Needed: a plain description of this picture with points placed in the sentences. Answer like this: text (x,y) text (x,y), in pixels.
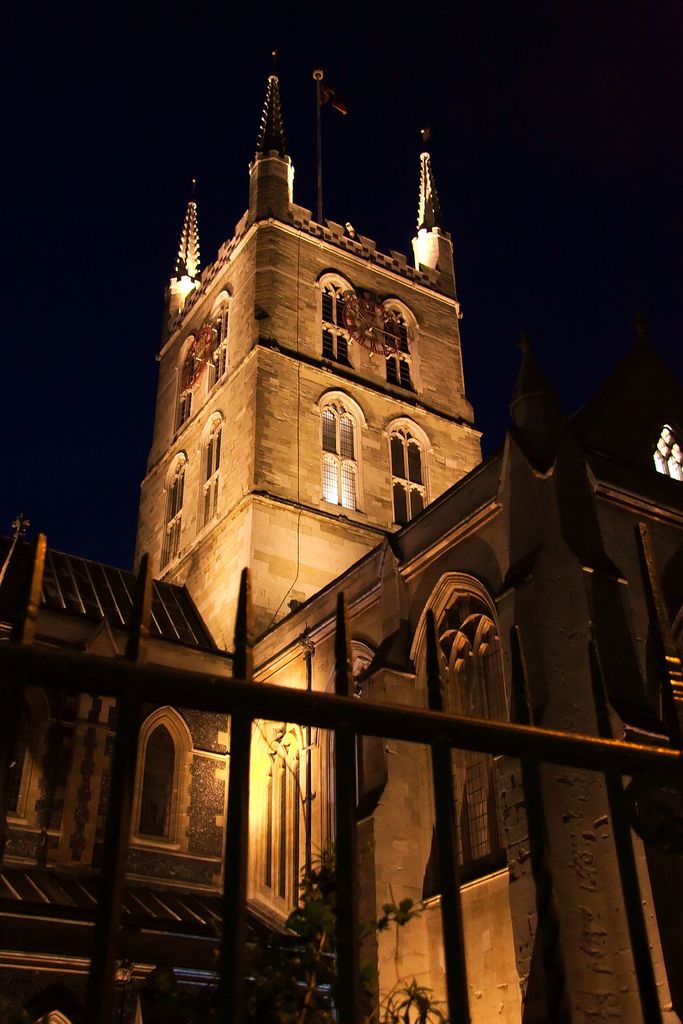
In this image we can see a fence (229,806) and a plant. In the background (327,520) we can see buildings (309,402), windows (225,306), flagpole (318,157) on the building (212,435) and lights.
